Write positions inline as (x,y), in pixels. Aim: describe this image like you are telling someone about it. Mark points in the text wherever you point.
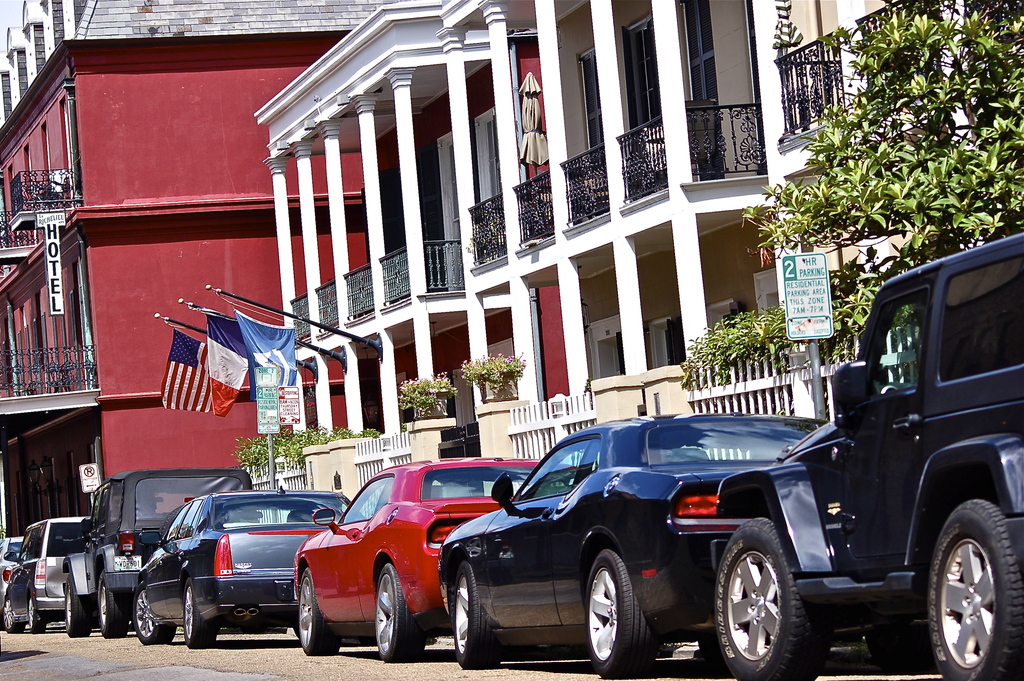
In this image there are some buildings (430,243), trees (825,246) and in the center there are some vehicles (565,541) on the road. And also there are some poles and flags (252,365) on the right side (812,368) there is one pole (816,341) and board (796,290), on the board (795,295) there is some text (795,281). At the bottom (141,655) there is road (238,660).
